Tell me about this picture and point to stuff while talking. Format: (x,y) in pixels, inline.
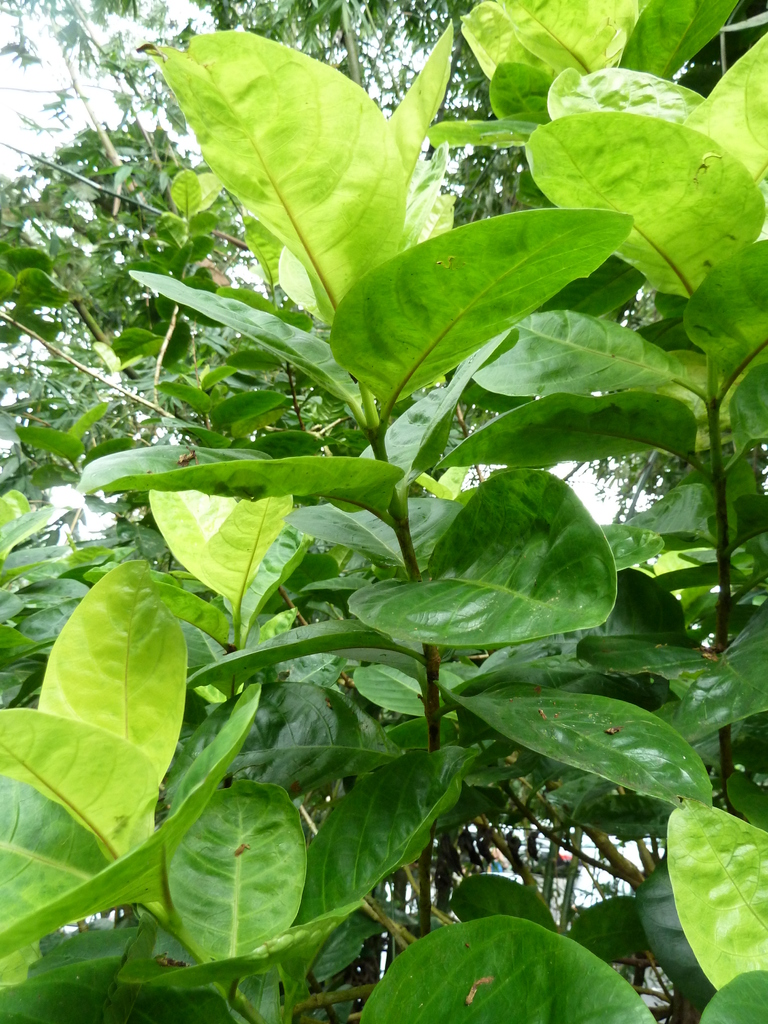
We can see green leaves (729,933). In the background (23,32) it is white.
